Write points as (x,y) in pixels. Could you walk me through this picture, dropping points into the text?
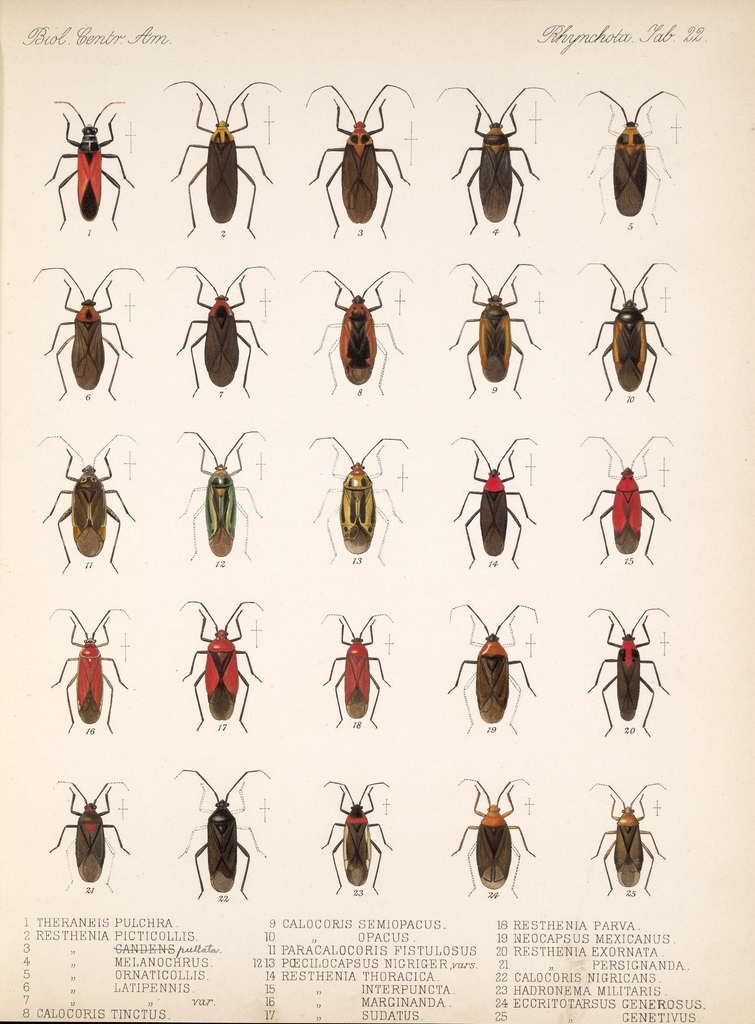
There are types of bugs (366,654) and text (340,950) on the page (387,884) in the image.
